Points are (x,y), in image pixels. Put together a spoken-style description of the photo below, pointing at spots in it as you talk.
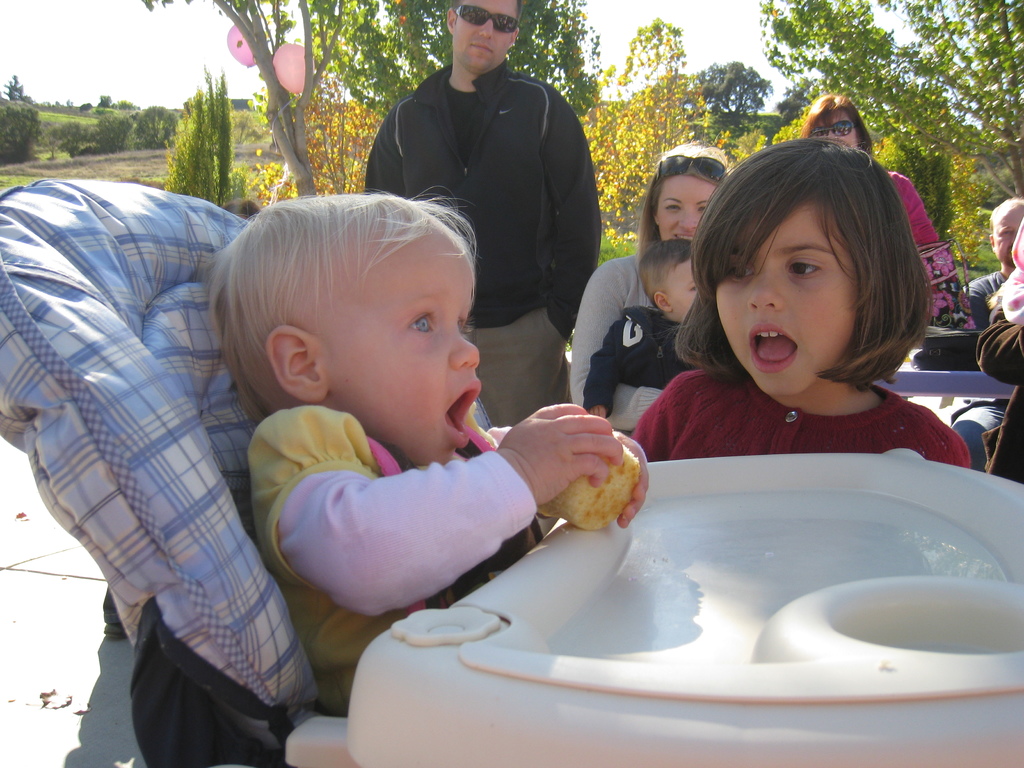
In this picture we can see a kid (296,457) sitting on a dining chair (307,718). Behind the kid (358,400), there are trees (633,210), people (596,226) and balloons (242,50). Behind the trees (334,50), there is the sky (140,67).
